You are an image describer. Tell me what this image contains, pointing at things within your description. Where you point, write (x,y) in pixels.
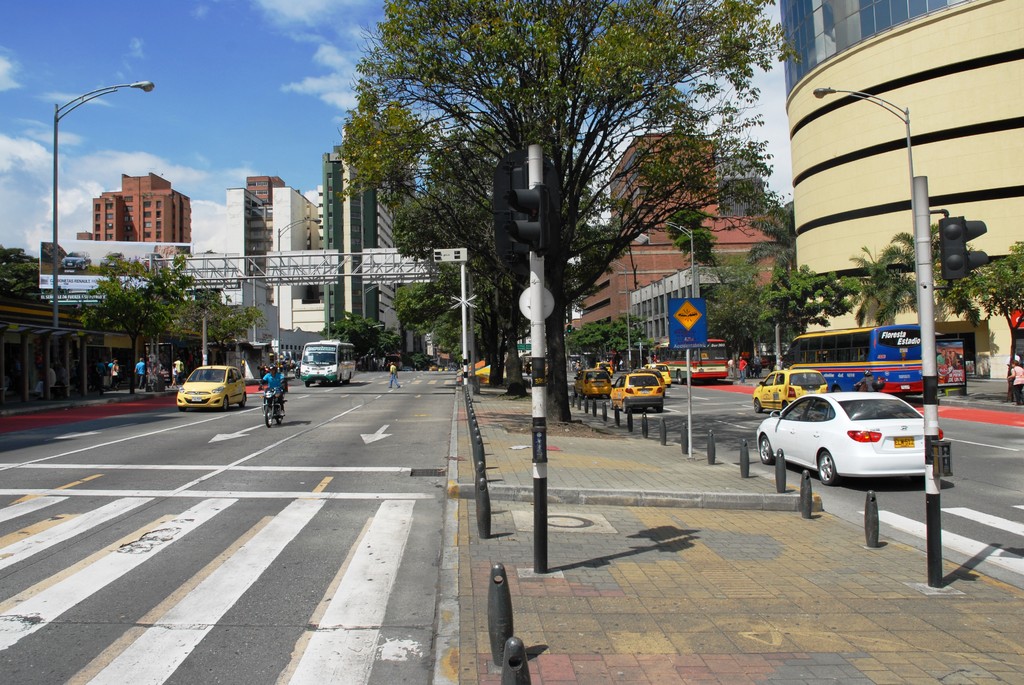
In this image a person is riding a bike (265,419) on the road (254,498). There are few vehicles (331,362) on the road (303,434). A person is crossing the road (56,423). Left side (110,373) few persons (140,372) are walking on the pavement (113,393) having street lights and few trees (132,389) on it. Over the road (431,435) there is a metal arch (315,275). Right side (843,342) there are few vehicles (635,400) on the road (965,427). Beside there is a pavement (675,556) having few poles (534,457), trees (497,325). On the pavement (556,560) there are poles (538,385) having traffic lights (537,245) attached to it. Right side (1016,402) few persons (1020,387) are walking on the pavement (1005,393) having few trees (742,333) on it. Background (166,193) there are few buildings (249,193). Top of the image (201,74) there is sky (240,62) with some clouds (12,244).
